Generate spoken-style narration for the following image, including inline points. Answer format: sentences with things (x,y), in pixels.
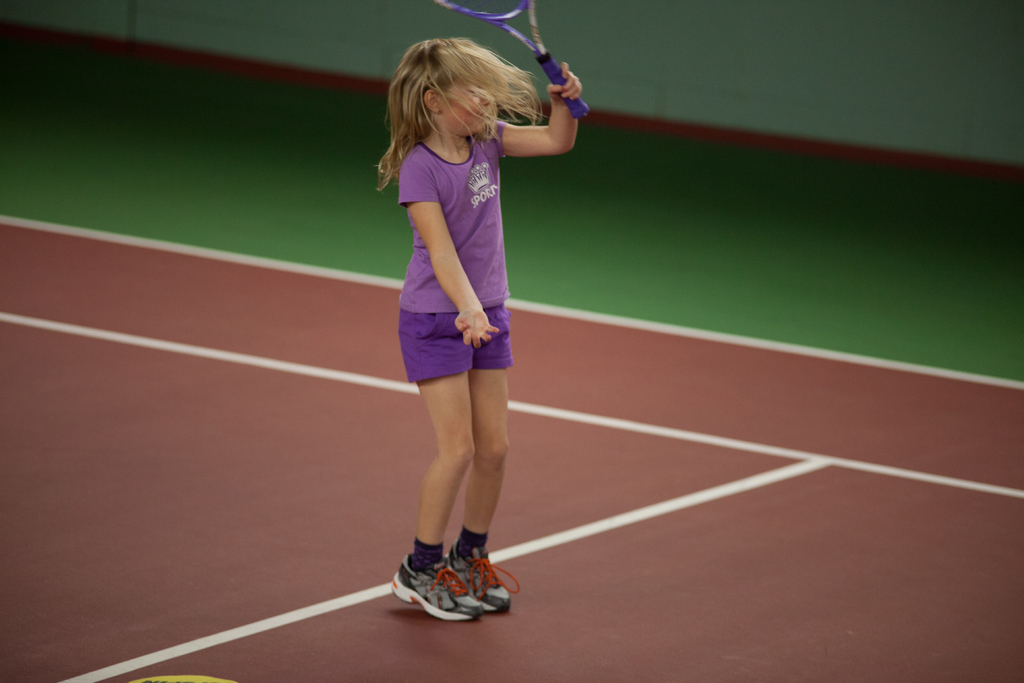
In this image we can see a child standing on the ground (554,540) holding a racket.
